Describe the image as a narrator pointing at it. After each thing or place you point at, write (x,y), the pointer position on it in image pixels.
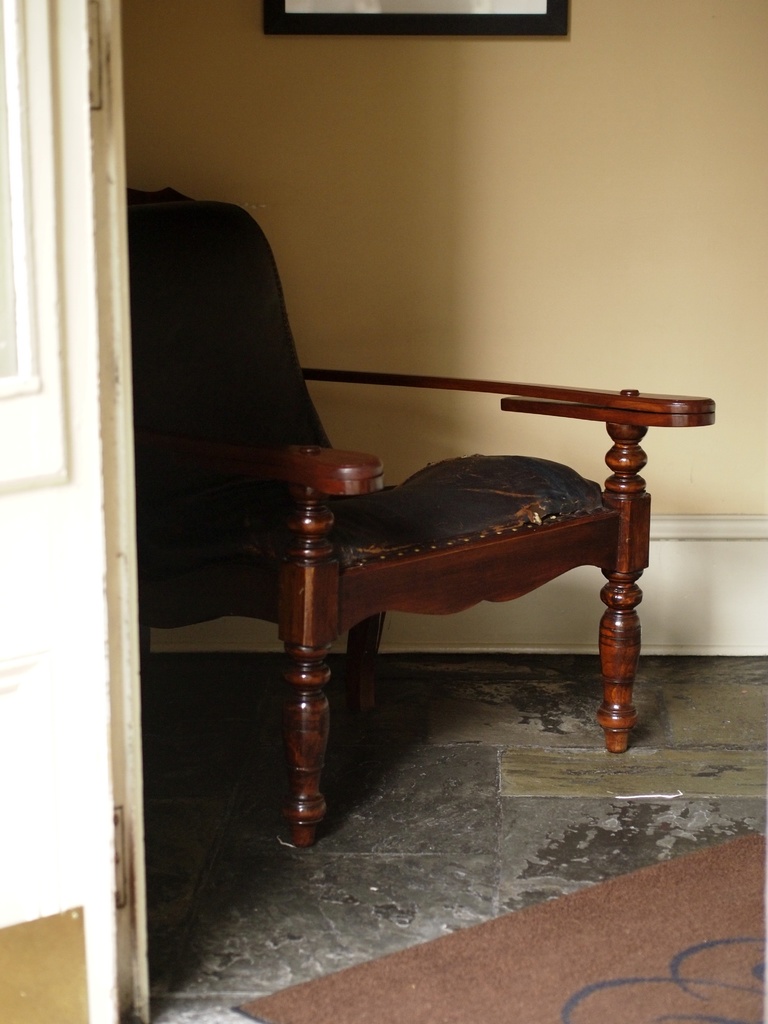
In this picture I can see there is a chair (184,386) and it having a cushion (468,481) on the chair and on the left (99,611) there is a door (28,541) and in the backdrop (468,146) I can see there is a wall (510,48).
